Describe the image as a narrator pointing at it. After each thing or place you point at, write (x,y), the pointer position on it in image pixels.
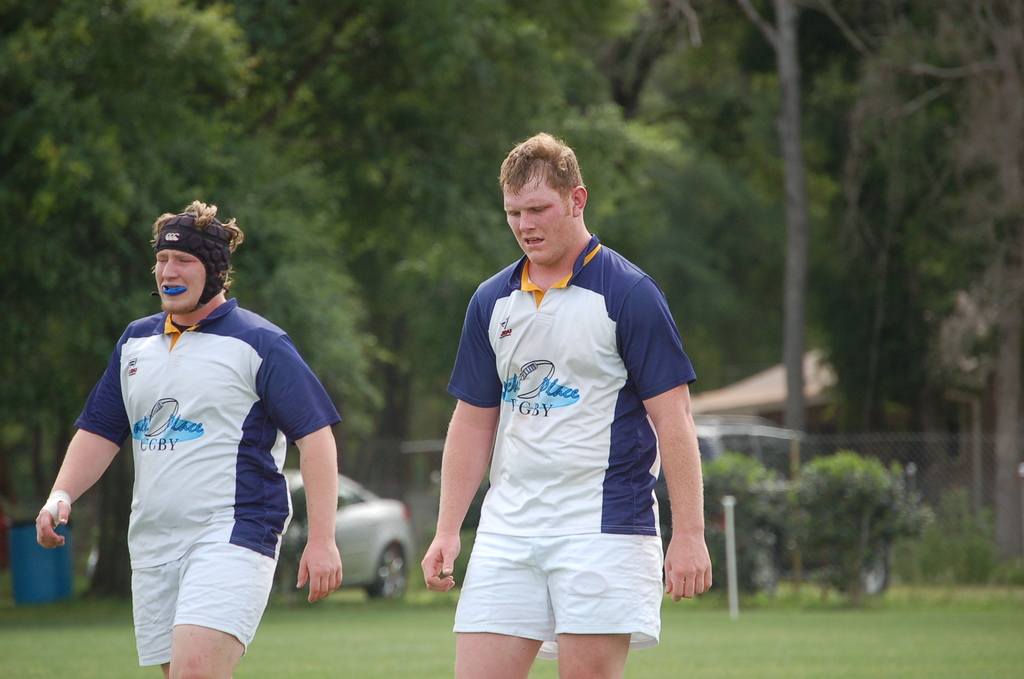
In the foreground of this image (227,443), there are two men (528,524) and seems like walking on the grass (808,660). In the background (775,480), there are two vehicles (404,537), plants (863,540), a pole (728,544), a blue drum (40,571), few trees (564,111), fencing (994,497) and a house (753,400).
